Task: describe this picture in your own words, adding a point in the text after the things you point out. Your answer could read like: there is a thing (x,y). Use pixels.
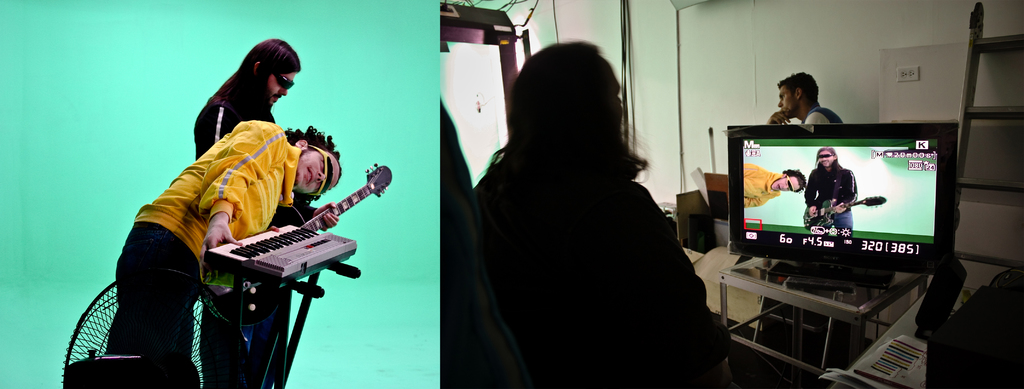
A man (266,66) is playing guitar (342,206) and beside him another man (254,178) is playing keyboard (271,259). A man (567,270) from other side is watching this on TV screen (811,183).
